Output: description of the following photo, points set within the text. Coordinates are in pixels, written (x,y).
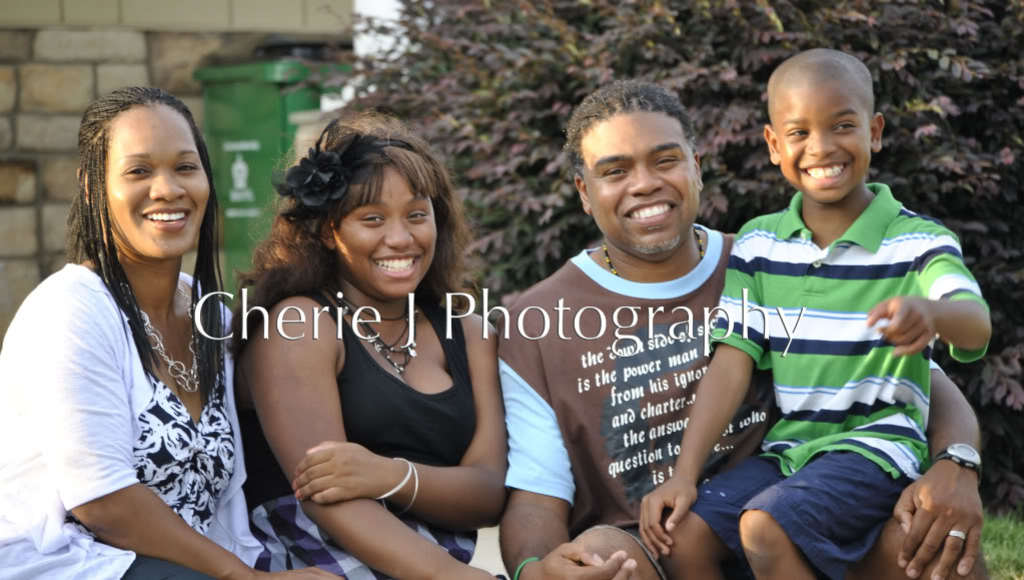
In this picture there are four people (441,333) sitting in a row. Among them, there are two women (408,409), one man (594,393) and a kid (808,242). Both the women (235,339) are sitting towards the left (283,342). Man (550,318) and a kid (793,273) are sitting towards the right (904,431). In the center (522,318), there is some text (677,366). In the background (507,69), there is a building (152,71) and a tree (685,96).
